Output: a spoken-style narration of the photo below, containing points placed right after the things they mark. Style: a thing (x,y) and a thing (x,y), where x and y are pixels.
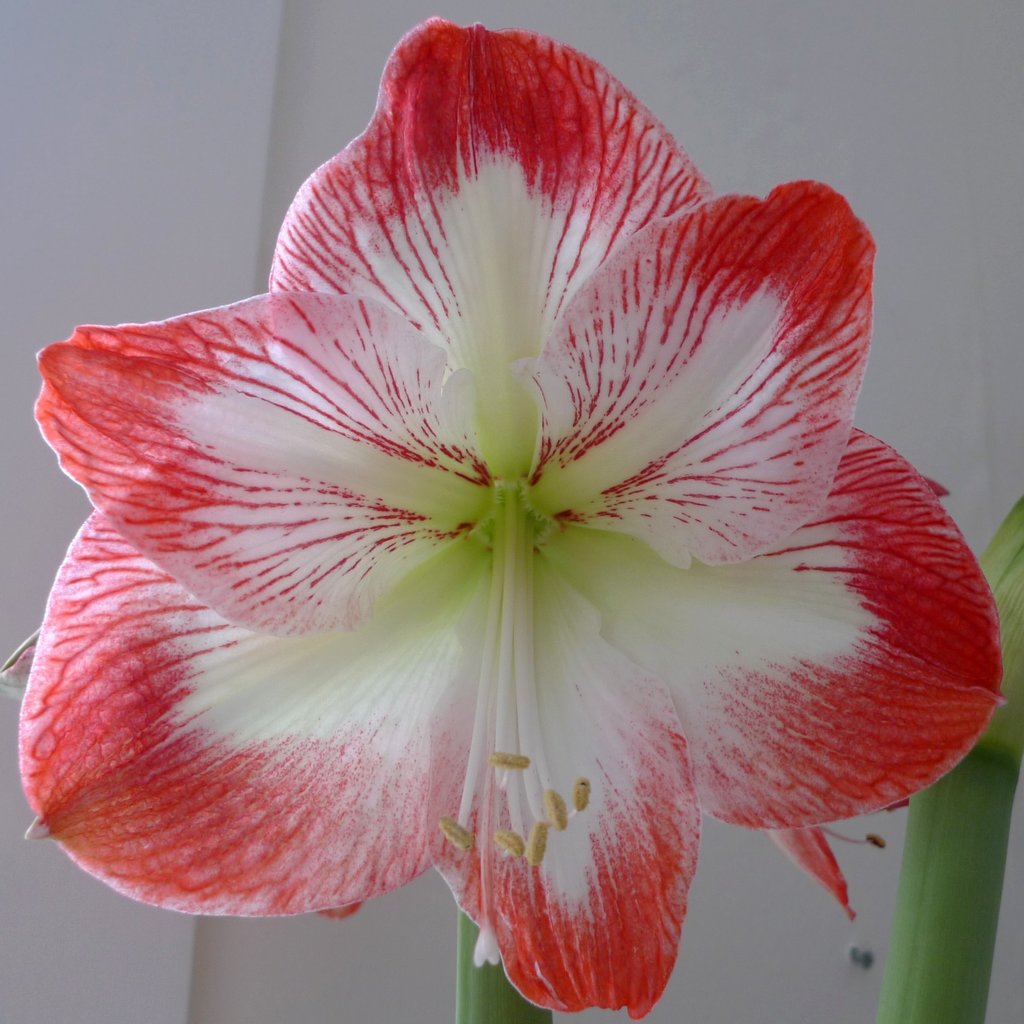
In this image we can see a flower (453,560). On the backside (200,193) we can see a wall (195,138).
